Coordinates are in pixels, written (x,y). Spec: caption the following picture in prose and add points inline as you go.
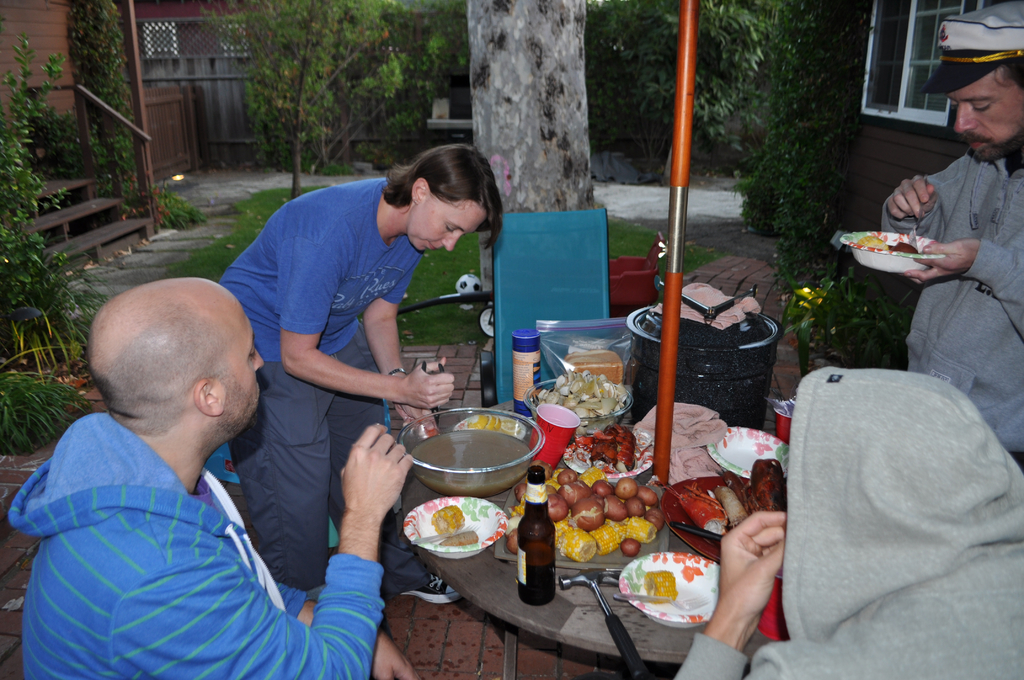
In the image we can see there are people (284,662) who are standing and sitting on chair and in plate (504,518) there are food items (590,519).
